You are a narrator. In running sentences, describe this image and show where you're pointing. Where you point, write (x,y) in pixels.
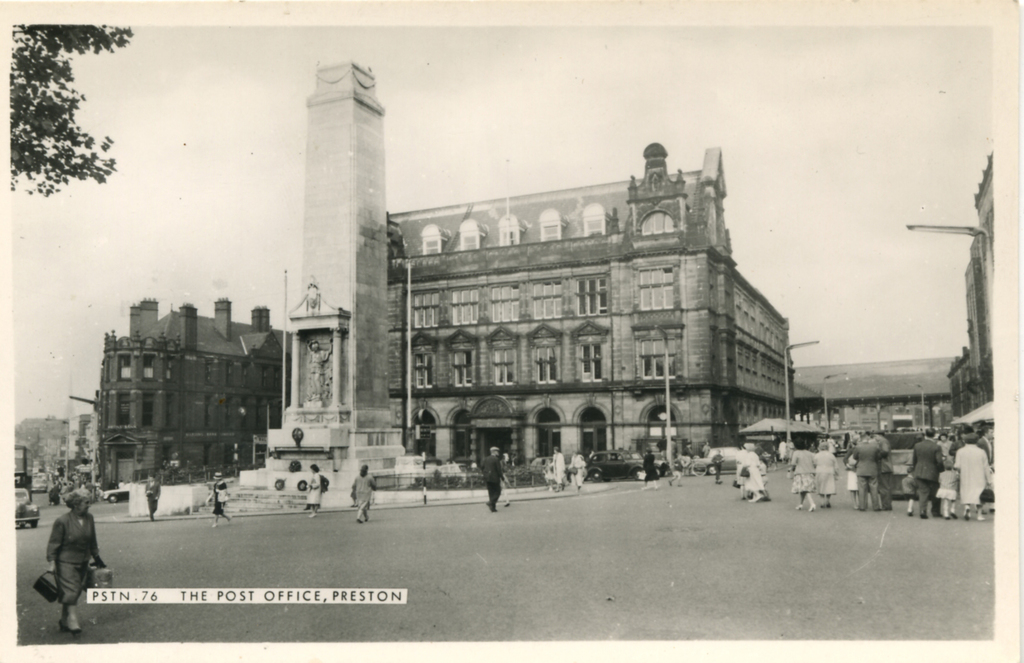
This is a black and white photography. In this image we can see some buildings (513,281) with windows (513,305), a roof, street poles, some vehicles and a group of people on the road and the sky (450,147) which looks cloudy. On the bottom of the image (91,602) we can see some text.
